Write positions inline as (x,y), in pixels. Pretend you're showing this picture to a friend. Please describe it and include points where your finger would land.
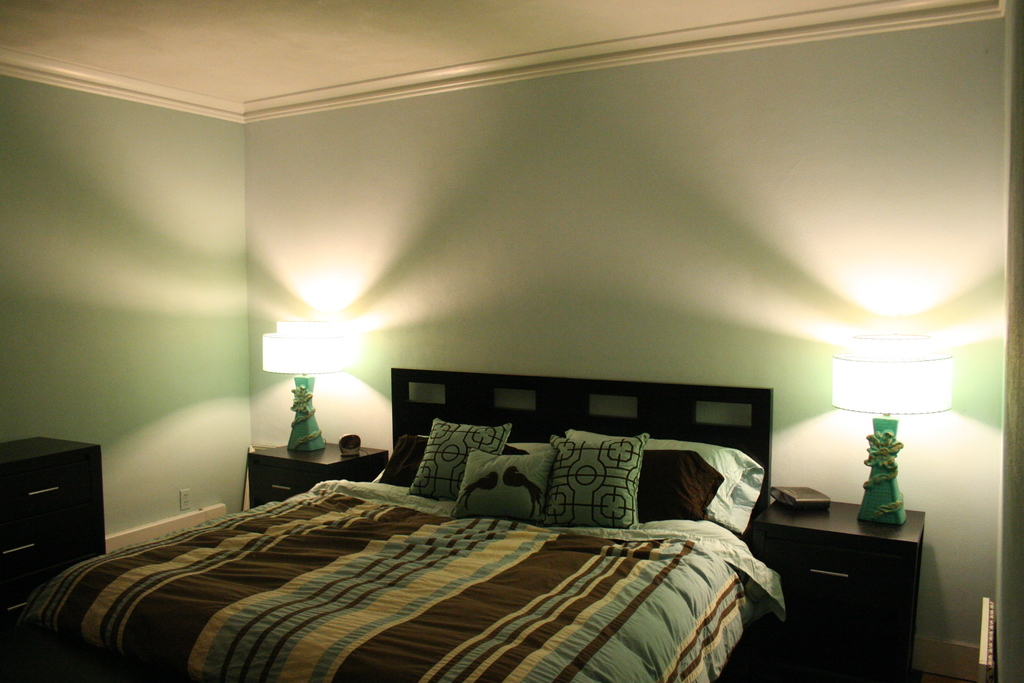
This is a room (62,651) where a bed (772,459) is in the center (398,378) and two wooden tables (298,474) are kept on the either side of the bed (770,572). These are two table lamps (292,450) which are kept on the table (849,533).
